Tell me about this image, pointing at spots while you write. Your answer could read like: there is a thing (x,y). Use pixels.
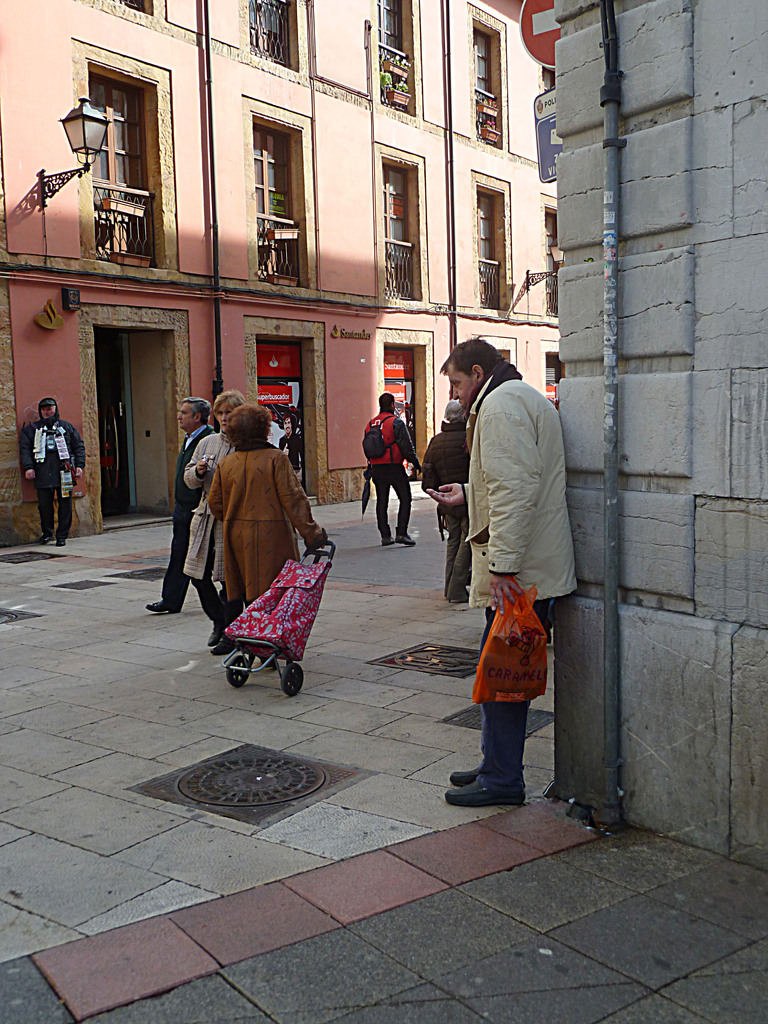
Here in this picture we can see number of people (286,538) standing and walking on the ground (332,598) and the woman (274,530) in the middle (266,577) is carrying a shopping trolley (294,628) with her and beside them we can see a building (106,3) with number of windows (277,63) present over there and we can also see a lamp post (68,132) present and in the front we can see a pipe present on the building (592,643).
